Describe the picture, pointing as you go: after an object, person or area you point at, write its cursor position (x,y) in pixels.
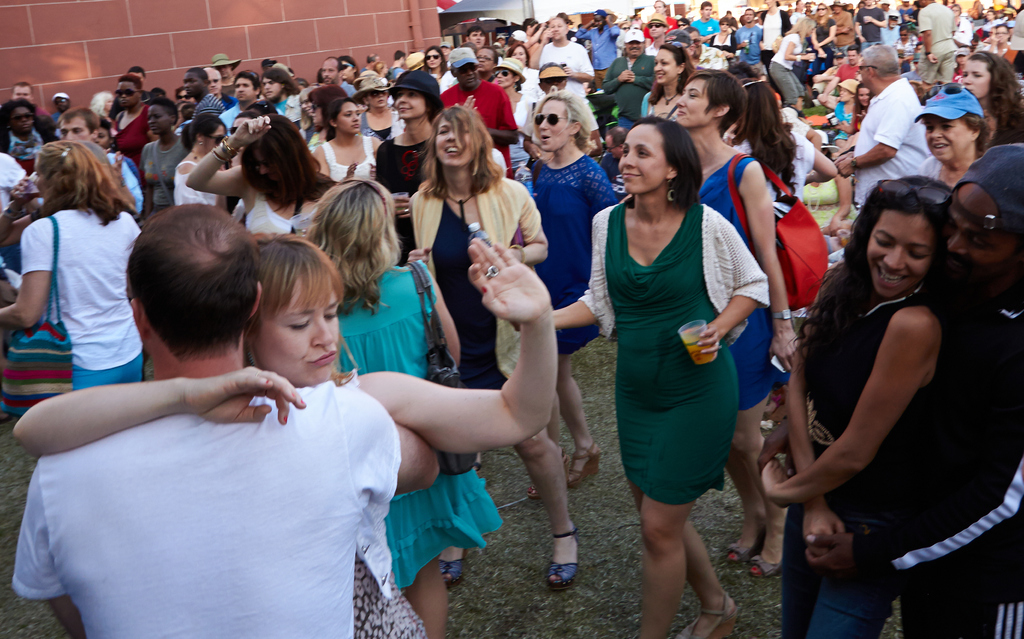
In this image there are people (814,162) doing different activities, in the background (364,16) there is a wall (286,32).
